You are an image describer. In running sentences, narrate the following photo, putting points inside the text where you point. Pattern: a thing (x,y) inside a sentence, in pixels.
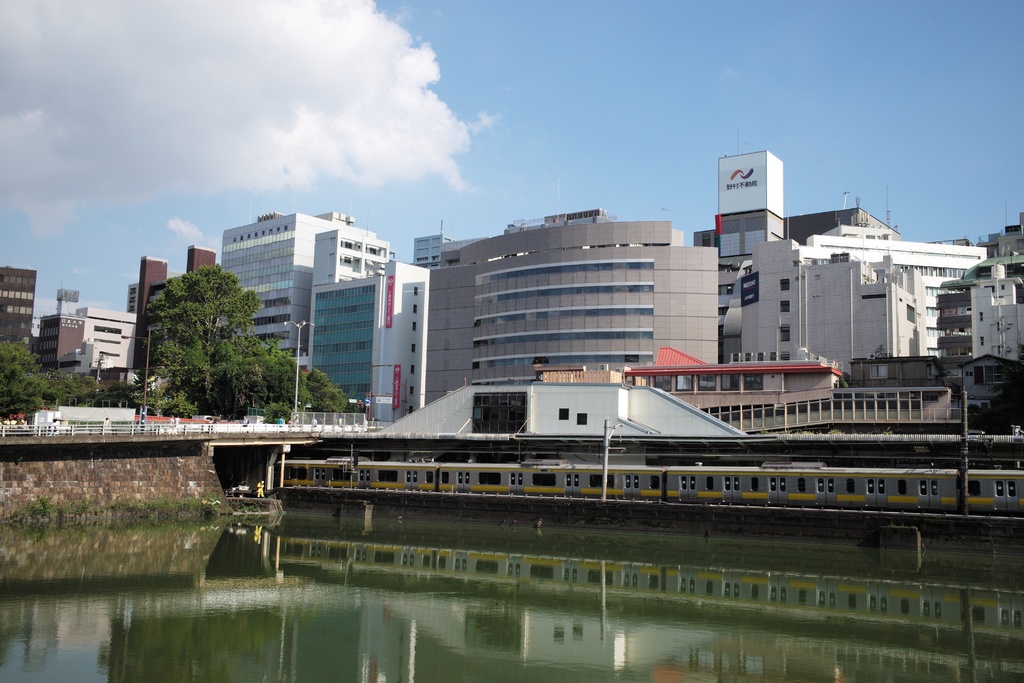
In the picture I can see the water (401,632), a train (370,462) moving on the railway track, I can see the bridge (243,445), poles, light poles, buildings (407,355), trees (288,358) and the sky (265,156) with clouds (197,109) in the background (293,166).
